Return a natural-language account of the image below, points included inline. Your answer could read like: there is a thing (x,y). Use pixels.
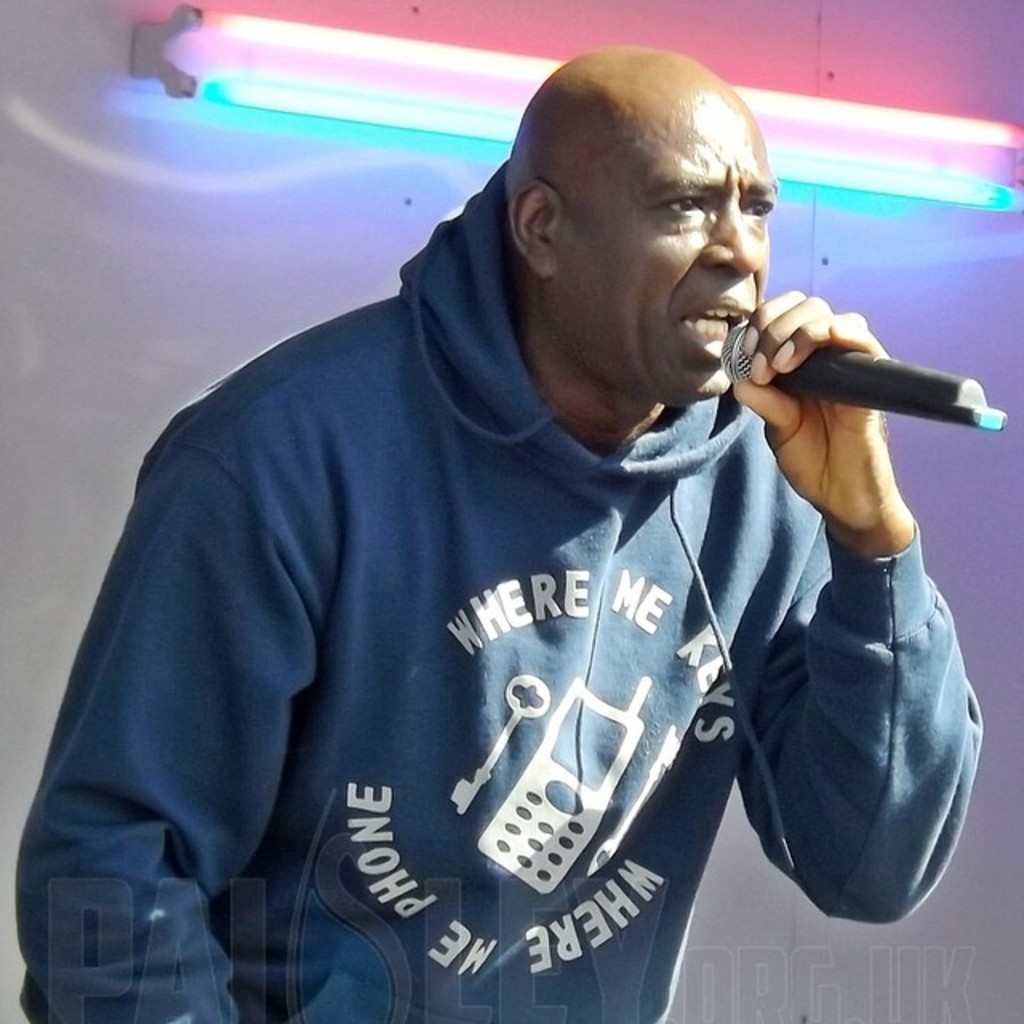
In the middle of the image (349,483) a man (768,339) is standing and holding a microphone (734,344) and singing. Behind him there is wall (587,24), on the wall (524,10) there is light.
